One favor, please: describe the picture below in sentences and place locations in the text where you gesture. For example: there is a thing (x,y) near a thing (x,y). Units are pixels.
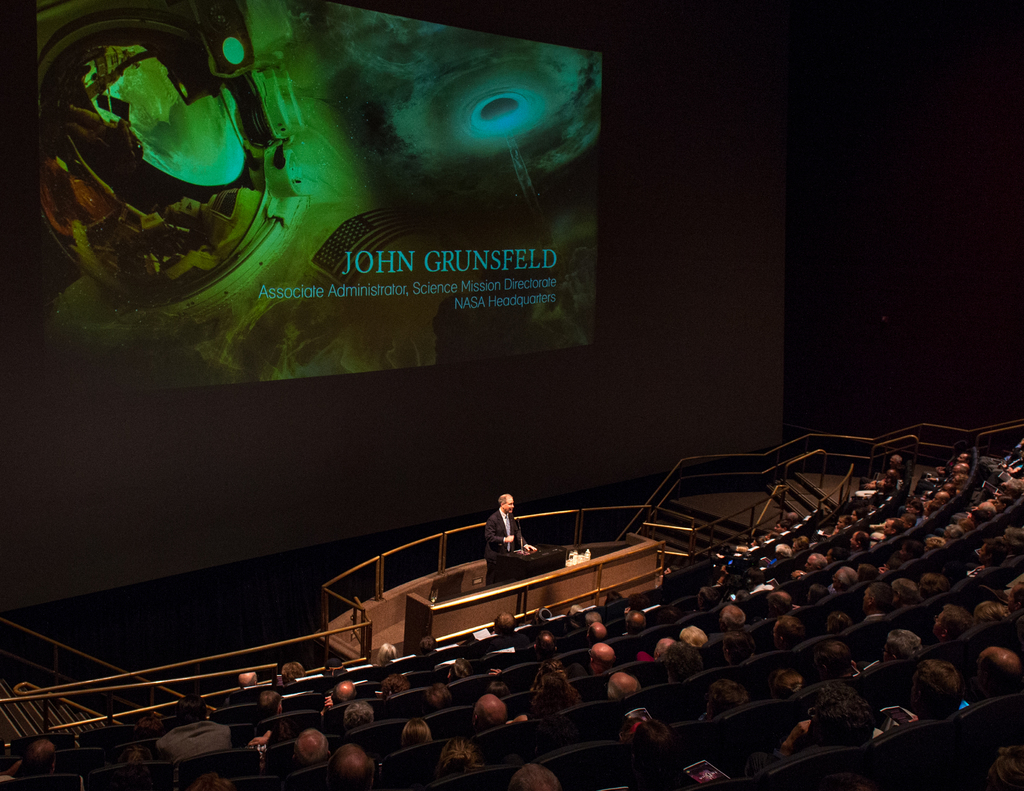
In this picture I can see there are many people (546,693) sitting in the chairs (600,749) and there is a person (512,530) standing in front of them at the table (504,561) and there is a screen (278,181) in the backdrop (390,344) and there are stairs (726,518).
